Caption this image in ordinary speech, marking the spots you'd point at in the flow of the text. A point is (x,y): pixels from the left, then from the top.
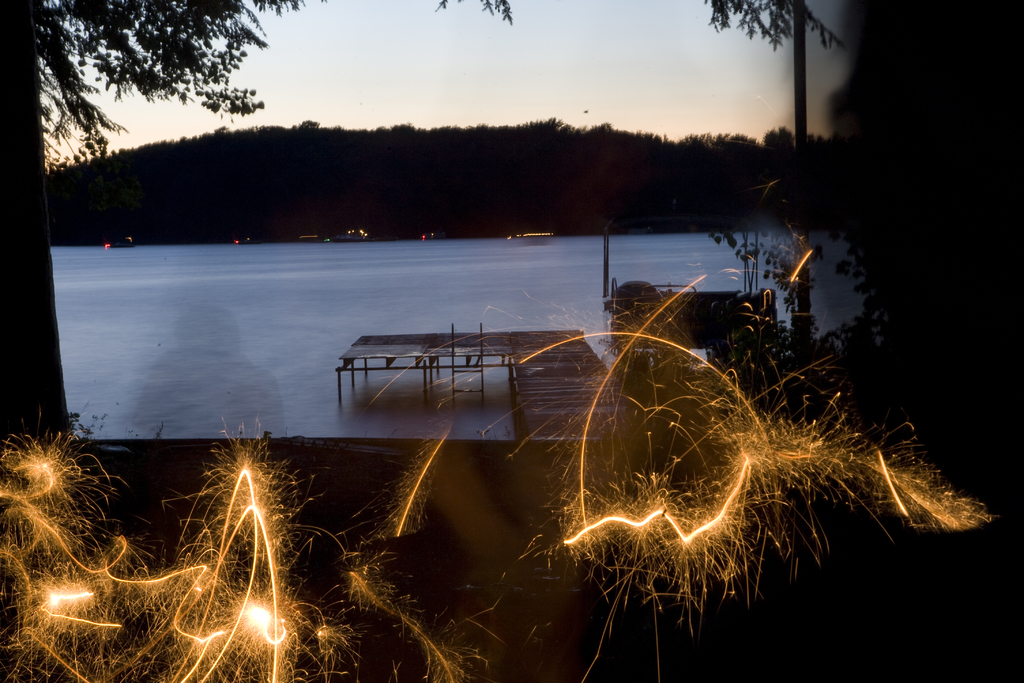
We can see sparkles (23,464), water (385,409), bridge (403,350) and trees (882,386). In the background (592,190) we can see trees (398,219), lights (348,232) and sky (530,112).
